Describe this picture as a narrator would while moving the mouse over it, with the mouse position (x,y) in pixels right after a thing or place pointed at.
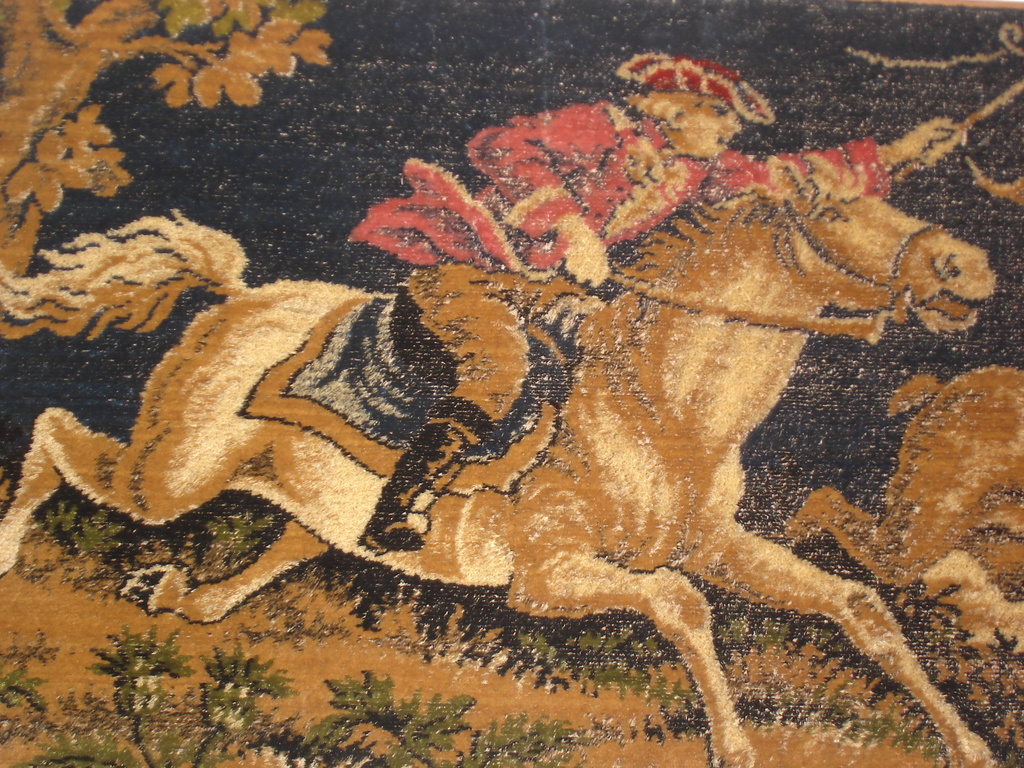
In this image there is a painting (758,338). On that painting (736,531), we can see a man (669,154) riding a horse (589,406). On the left side of the image (172,48), we can also see plant (187,45) with some flowers (173,64). In the background (844,80), we can see black color, at the bottom (189,758), we can see a grass (619,661).
